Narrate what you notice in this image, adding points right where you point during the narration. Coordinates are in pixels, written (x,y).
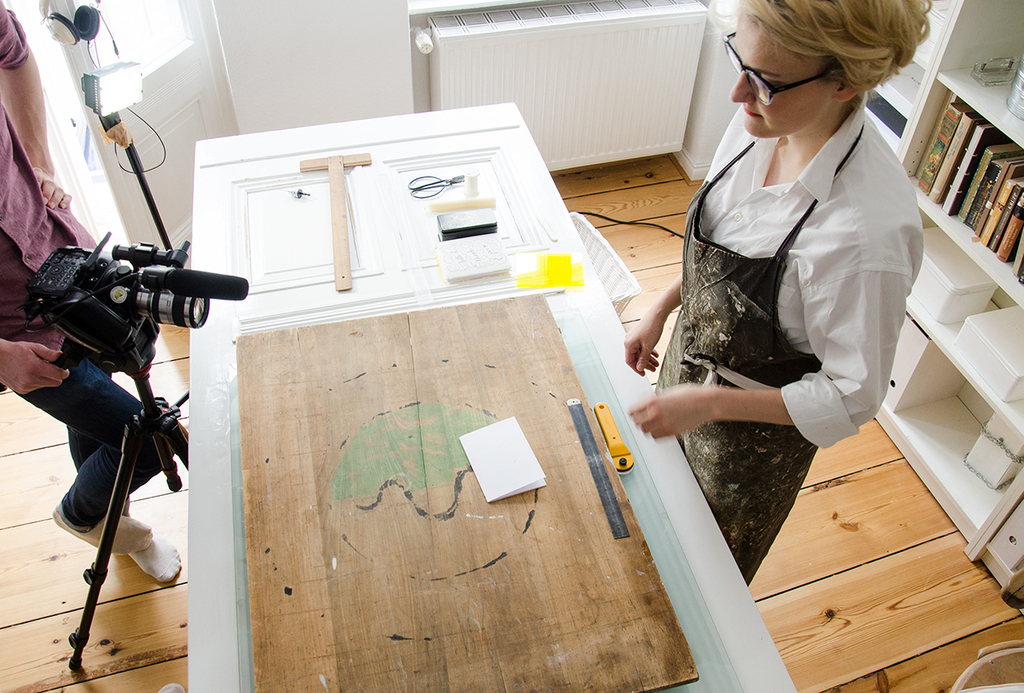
On the right side (758,226) there is a woman (759,261) who is wears a white shirt (867,269), black apron (756,297) and an eye glass (772,86). On the left side (42,136) there is a man (16,245) who is holding a camera (127,308), Beside him there is a light (109,89) which is near to the door (168,83). There is a white door (258,282) on which there is a T-square (342,171), scale (599,462) and box (468,241). Here it's a paper (505,456). On the right side (1005,406) there is a shelves (1008,418) and this shelve (983,183) contains a book (981,187).
